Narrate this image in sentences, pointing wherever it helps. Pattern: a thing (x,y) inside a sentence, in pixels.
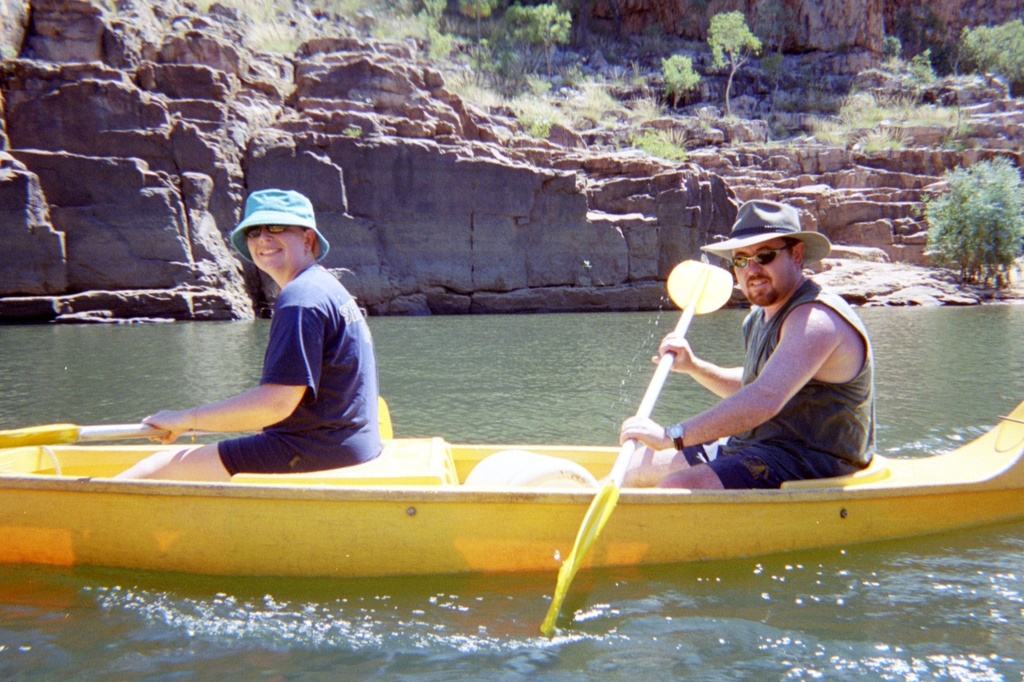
In this image I can see water (980,579) and in it I can see a yellow colour boat (161,493). I can also see two persons (813,478) are sitting and I can see both of them are holding paddles (717,286). I can see both of them are wearing shades (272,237) and hats (259,223). In the background (598,79) I can see grass (455,37) and few trees (980,37).
